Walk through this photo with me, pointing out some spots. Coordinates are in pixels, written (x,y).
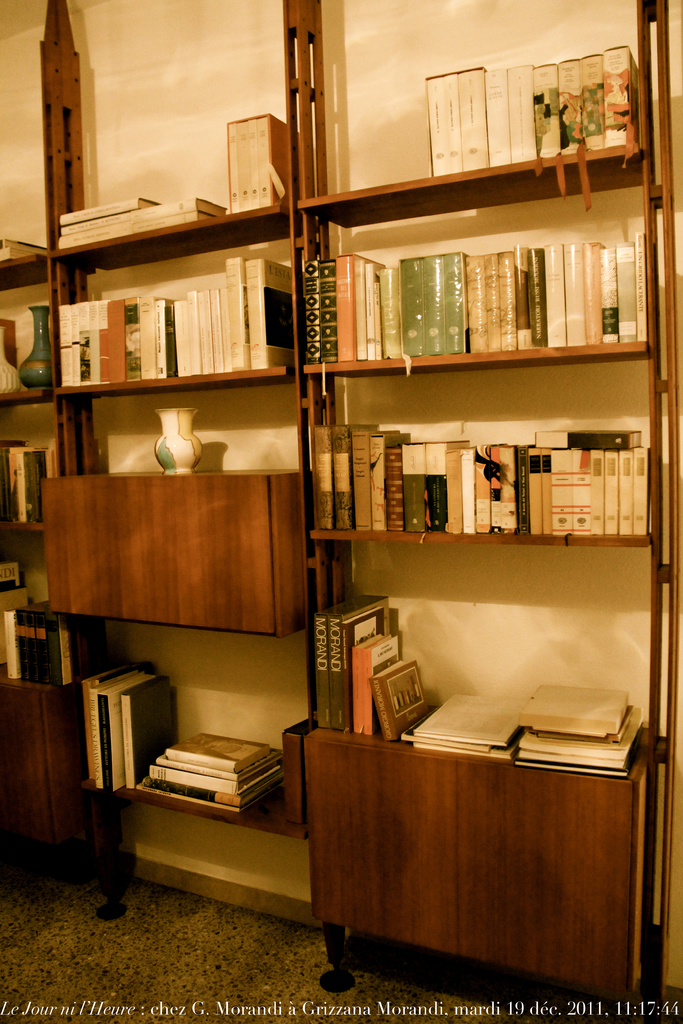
In this image I can see number of books (269,319) on the shelves (132,484). On this left side of this image (32,329) I can see few vases (40,316) and on the bottom side (0,999) I can see something is written.
